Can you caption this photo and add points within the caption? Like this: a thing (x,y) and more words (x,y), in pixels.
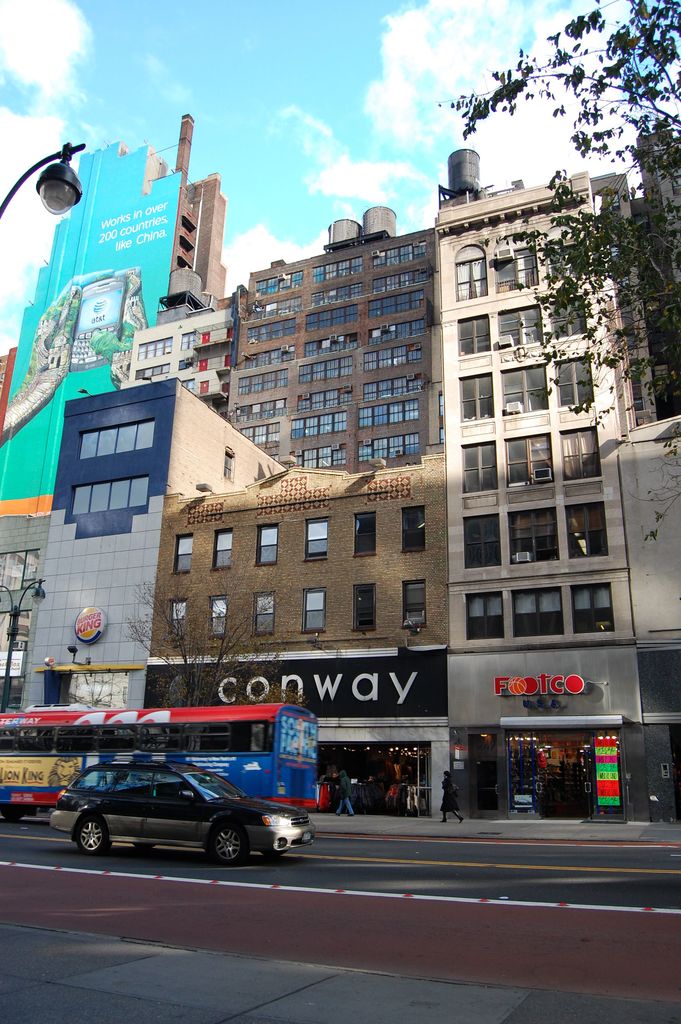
In the foreground of the image (200,813) we can see two vehicles (284,759) parked on the road (478,861). Two persons (443,804) are standing on the ground (438,815). In the background (571,782), we can see a group of buildings (402,458) with windows (408,382), sign boards (101,284) with some text (537,691), light poles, group of trees (654,254), some containers (456,183) on top of a building (350,254) and the cloudy sky (398,91).
